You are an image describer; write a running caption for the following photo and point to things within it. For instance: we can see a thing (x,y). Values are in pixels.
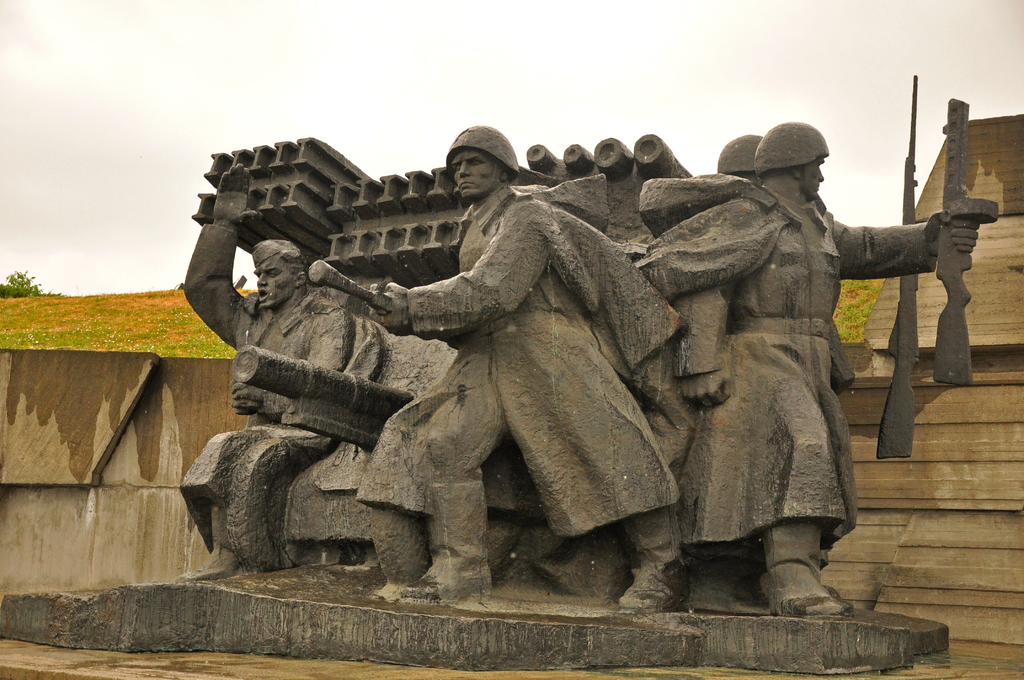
In this image we can see the sculpture (479,196) which represent some people (816,551) holding objects (380,438) in their hands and there is a wall (999,376) in the background (975,328) and at the top (595,58) we can see the sky (173,207).
